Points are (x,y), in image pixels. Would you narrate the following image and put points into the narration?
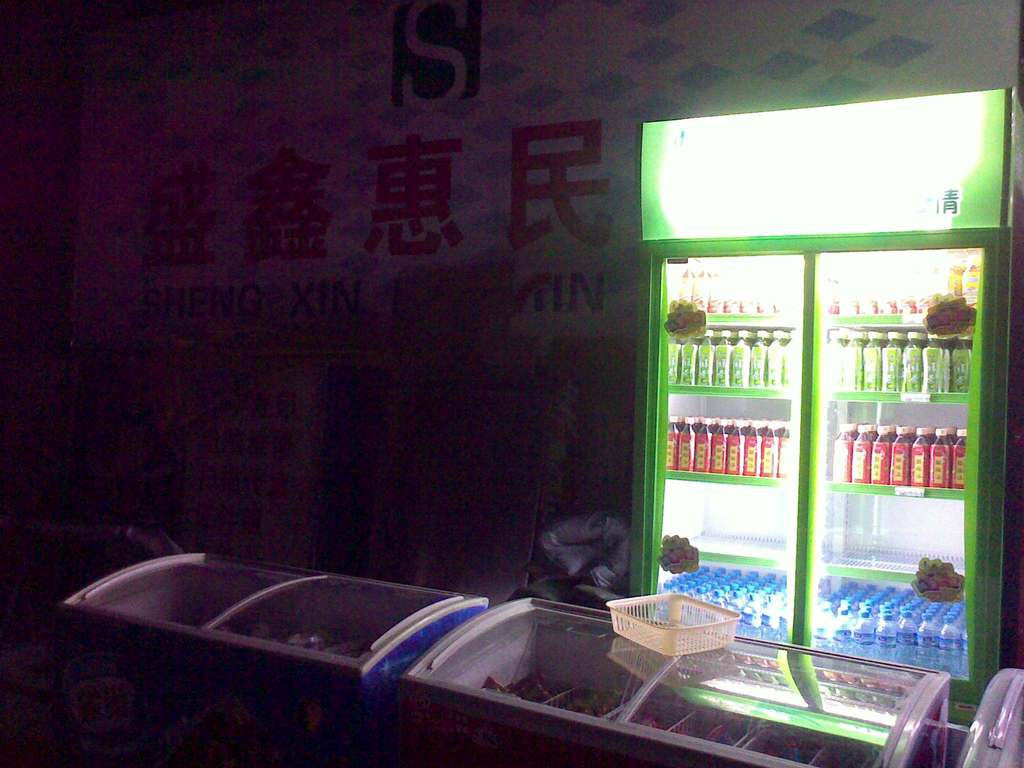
In this image there is a refrigerator (847,519) in which there are bottles (867,596). At the bottom (383,676) there are fridges (536,676) one beside the other. Above the fridge (509,668) there is a tray (656,613). In the background (408,158) there is a banner (411,125).
